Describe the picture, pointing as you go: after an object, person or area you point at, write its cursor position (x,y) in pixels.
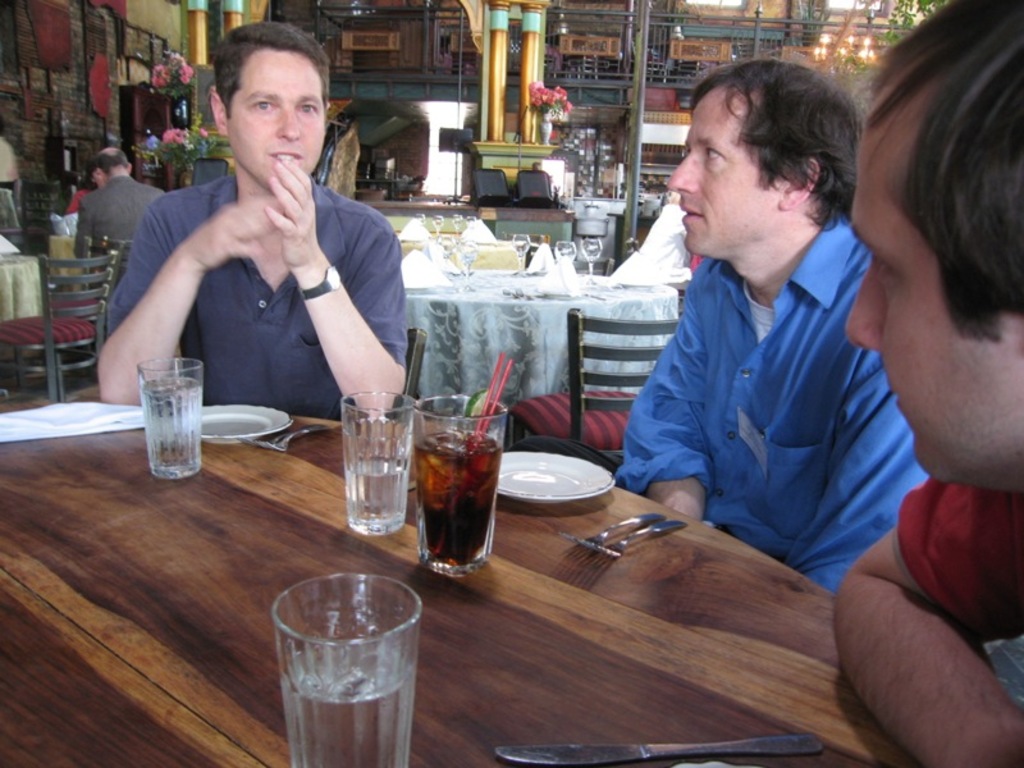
In this image there are group of people (190,284) sitting on the chair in front of the table (501,652) on which plates (520,499), forks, knives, straws (501,386) and glasses (441,504) are kept. In the middle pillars (536,33) are visible of golden in color. And a fence (568,64) visible and a background (42,39) visible on which wall paintings (58,50) are there and tree (904,9) visible. This image is taken inside a hall (471,156).
